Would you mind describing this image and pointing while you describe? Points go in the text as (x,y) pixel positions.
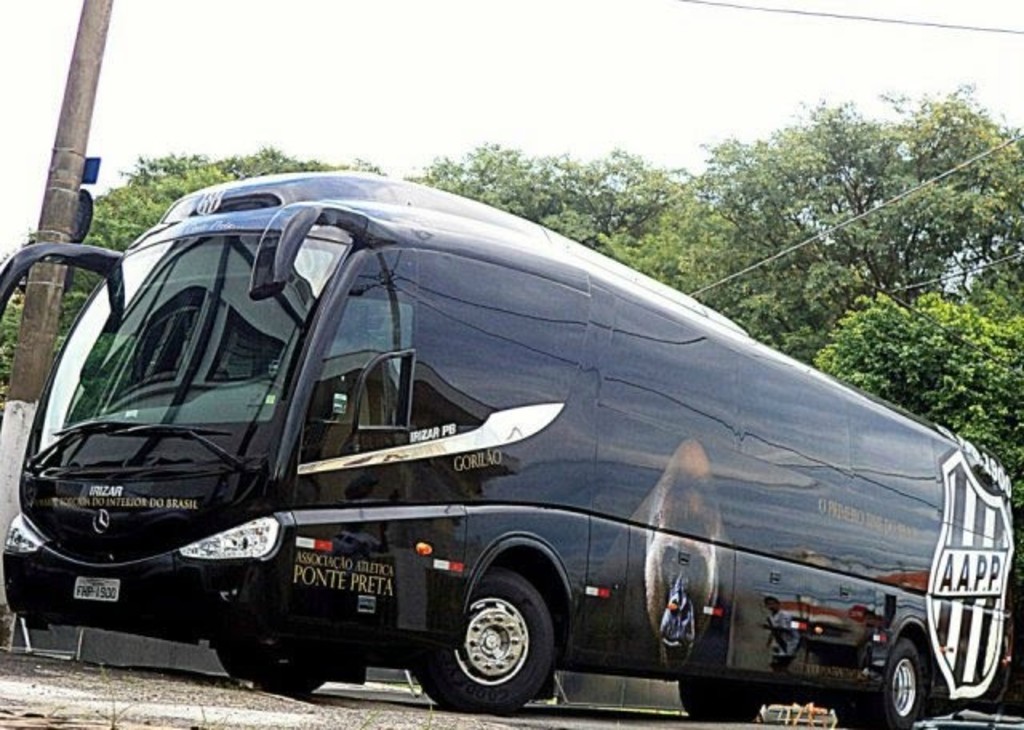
This is an outside view. Here I can see a bus (480,541) on the ground (259,711) and it is facing towards the left side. In the background (737,265) there are trees (617,215). On the left side (51,224) there is a pole (37,314). At the top of the image (390,55) I can see the sky (224,104).
